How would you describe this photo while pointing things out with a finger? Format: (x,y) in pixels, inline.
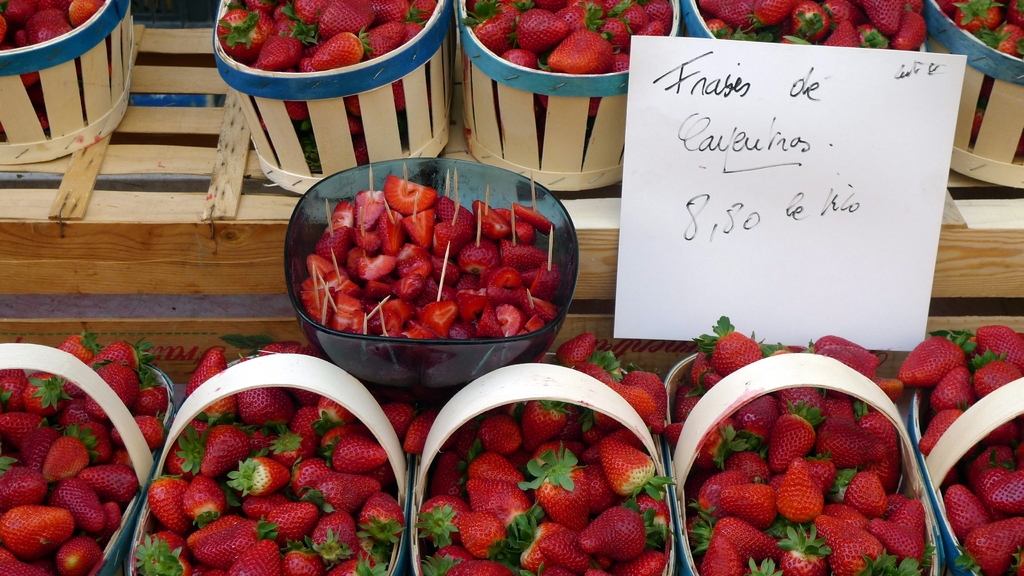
In this image I can see the wooden bench (175,204) and on it I can see few wooden baskets (41,134) and a black colored bowl (468,381). In the baskets (505,377) and in the bowl (445,372) I can see strawberries (425,280) which are red and green in color. I can see a white colored board (774,246) and something is written on the board (779,171).
